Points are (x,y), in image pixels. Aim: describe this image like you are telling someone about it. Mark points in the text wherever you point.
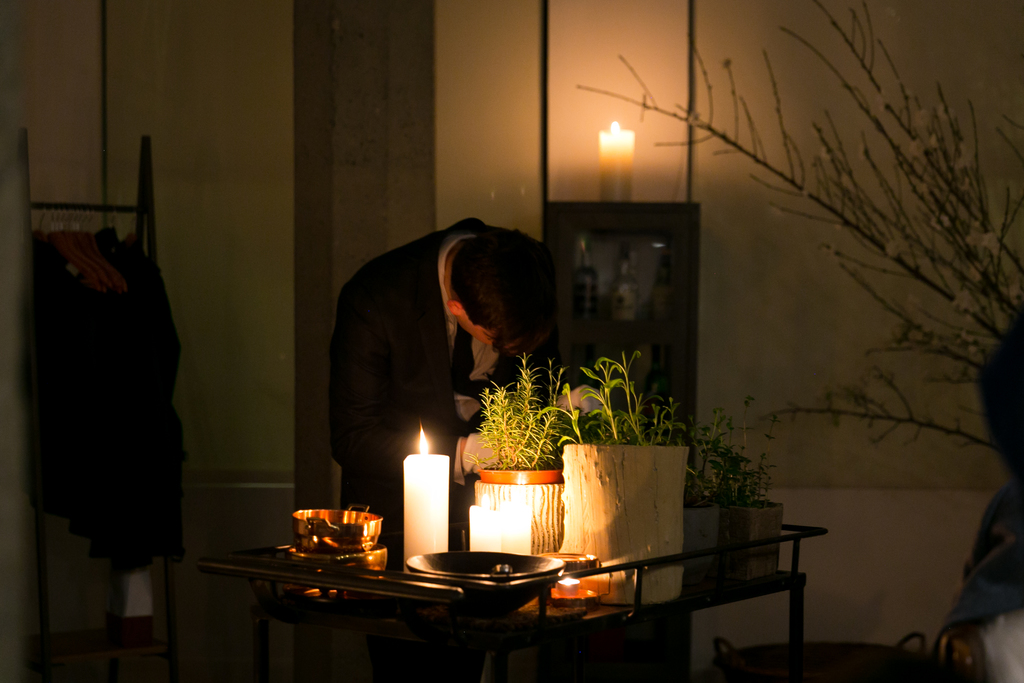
In the center of the image (503,424) there is a table (649,563) with plants (562,436) and flower pots (607,511). There is a candle (422,463). There is a person (393,362) standing. In the background of the image (387,180) there is wall (525,214). There are bottles (586,254) in shelf (609,322). To the left side of the image (150,368) there are clothes (151,383) hanged to hangers (85,257).
